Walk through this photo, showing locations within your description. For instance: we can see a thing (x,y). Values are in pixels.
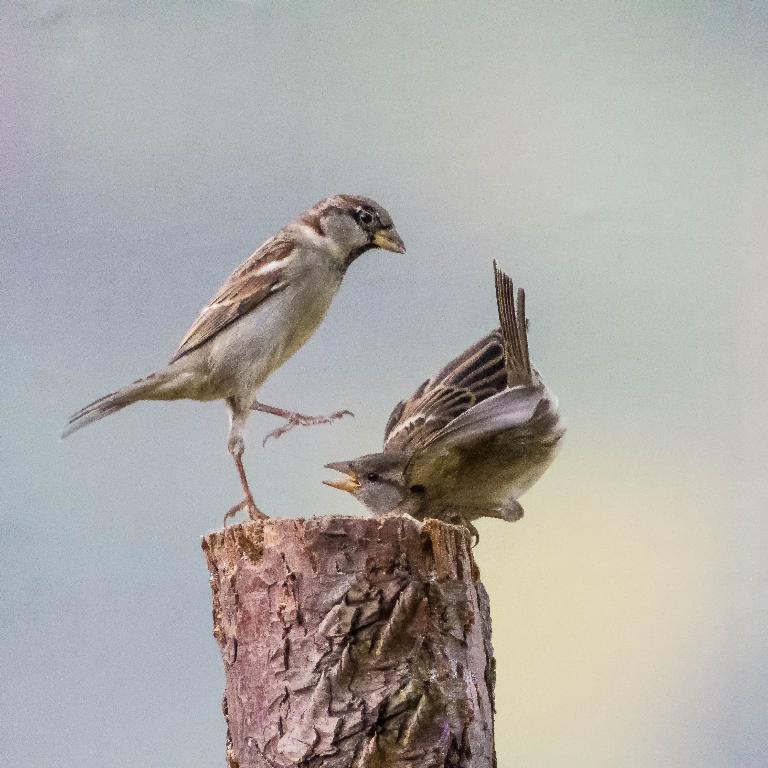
In the image there are two birds (278,296) standing on the trunk (220,627) of a tree (461,707).
